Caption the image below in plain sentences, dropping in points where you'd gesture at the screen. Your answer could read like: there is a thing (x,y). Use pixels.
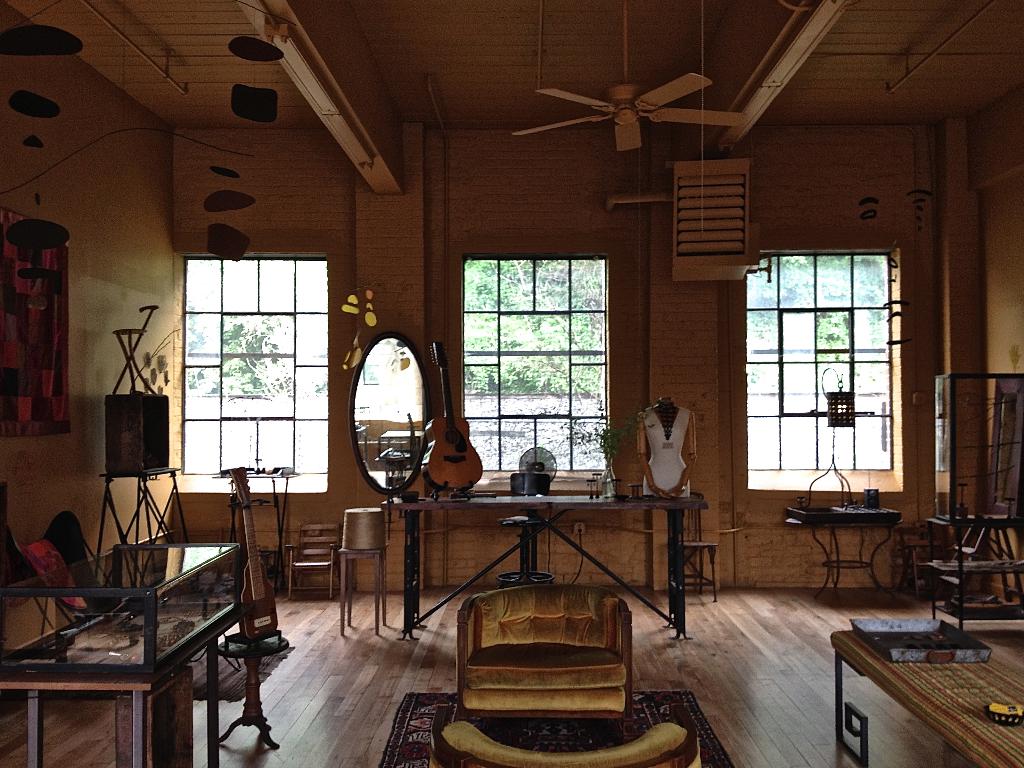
This image is taken indoors. At the bottom of the image (375,678) there is a floor (751,675). In the background (89,343) there is a wall (144,260) with windows (193,324) and a lamp (837,401). On the left side of the image (123,599) there is a table (209,648) with a few things (161,564) on it and there is a musical instrument (247,545) on a stand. In the middle of the image (389,501) there is a chair (532,657) and a table (507,501) with a few things (474,471) on it. There is a mirror (428,397) on the table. On the right side of the image (836,521) there is a table (987,679).
